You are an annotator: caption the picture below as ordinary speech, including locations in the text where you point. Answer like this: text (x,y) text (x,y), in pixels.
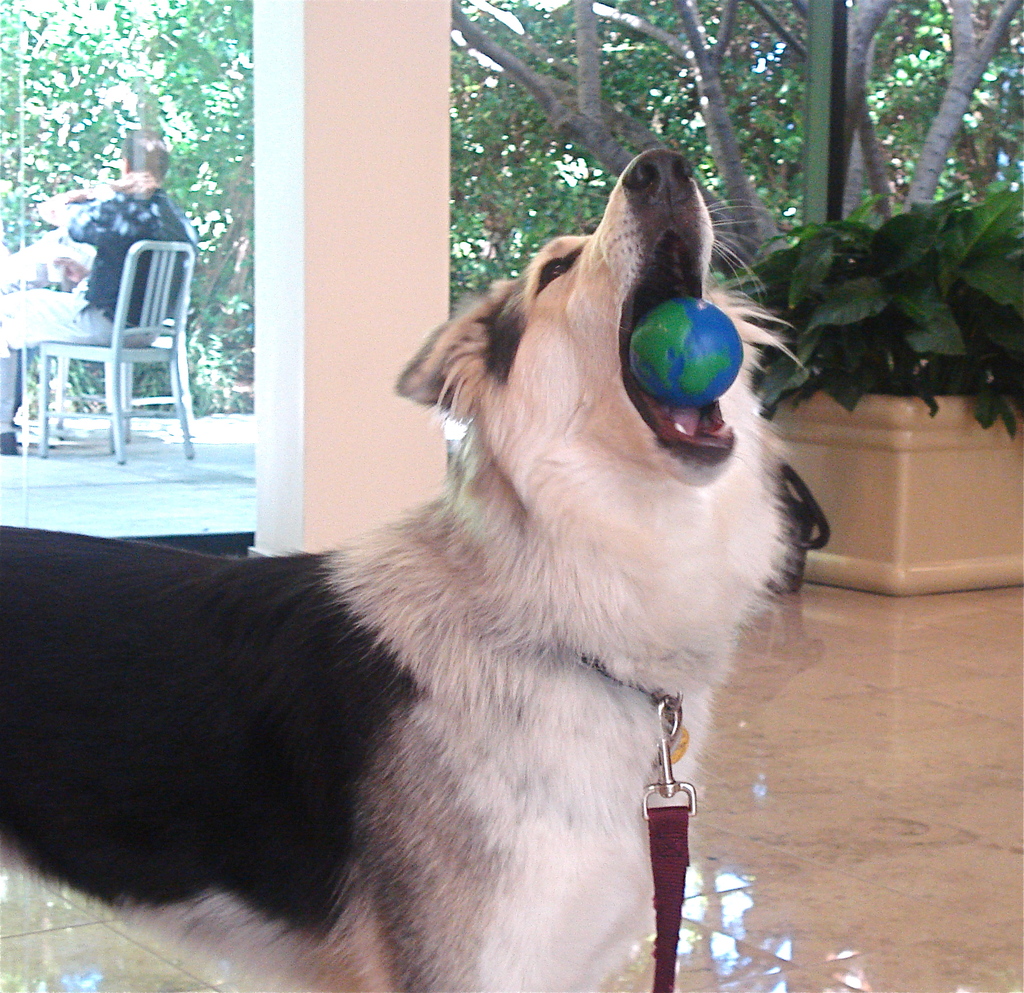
This picture shows a dog (753,533) holding a ball (650,319) in its mouth (653,345) and we see a couple of trees (528,124) and a man (93,273) seated on the chair (154,248).
